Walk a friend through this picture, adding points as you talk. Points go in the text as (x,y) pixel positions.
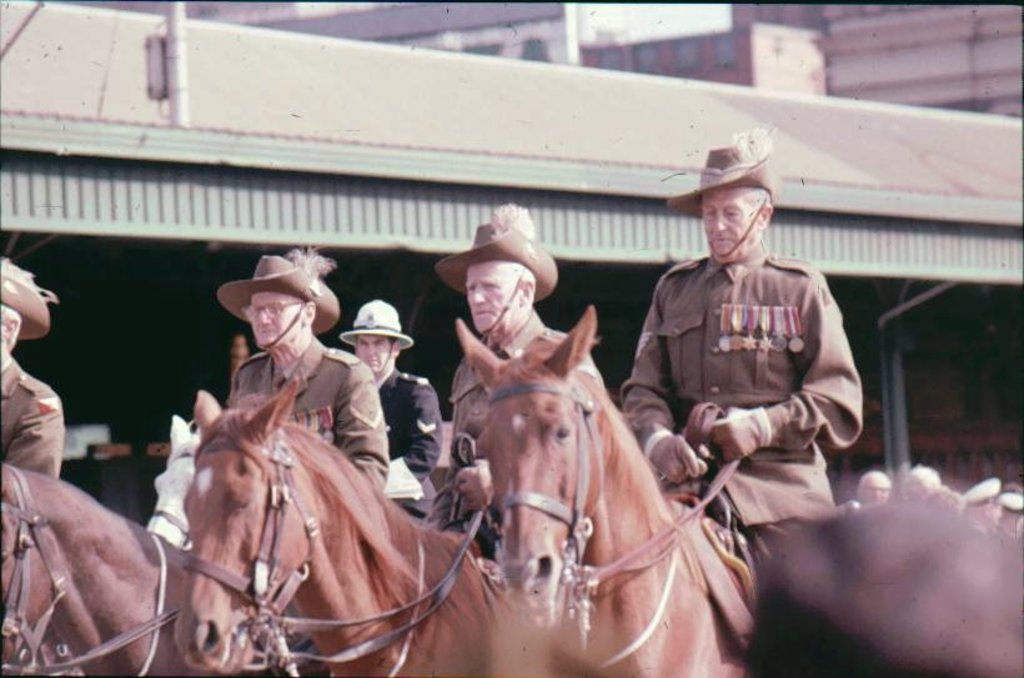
In this picture some people (715,163) riding a horse (626,476) and in the background (568,136) there are some buildings (212,146).
